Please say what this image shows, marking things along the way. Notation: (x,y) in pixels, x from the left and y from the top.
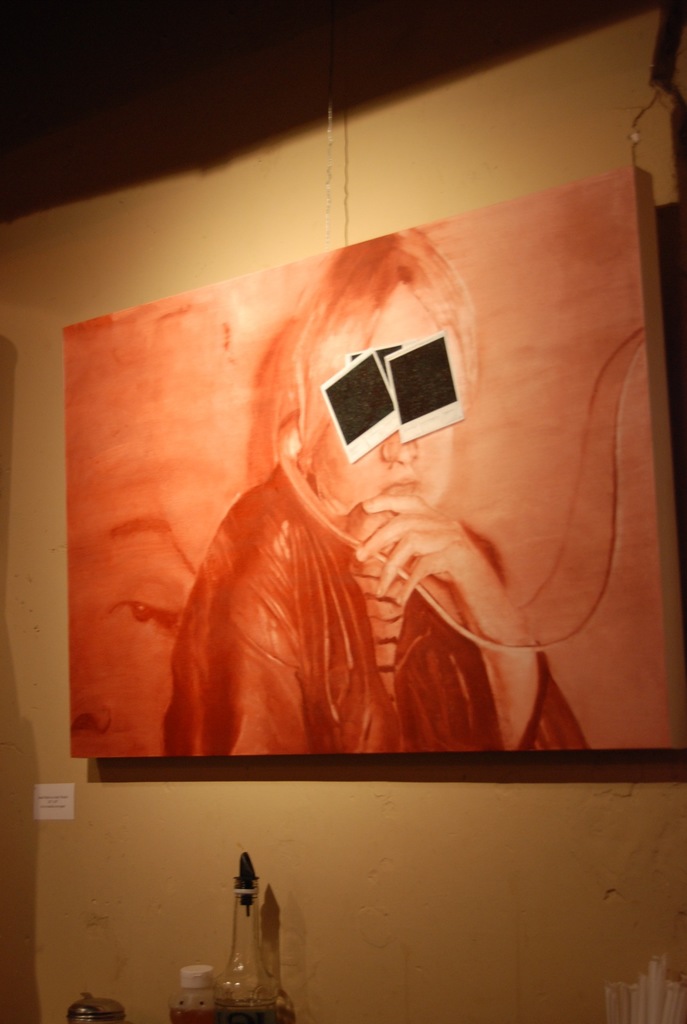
Here we can see a painting (85,428) present on a wall (491,782) and there are photographs (422,348) stuck to it and at the bottom (251,936) we can see a bottle (223,1014) and a plastic jar (209,996) present.
